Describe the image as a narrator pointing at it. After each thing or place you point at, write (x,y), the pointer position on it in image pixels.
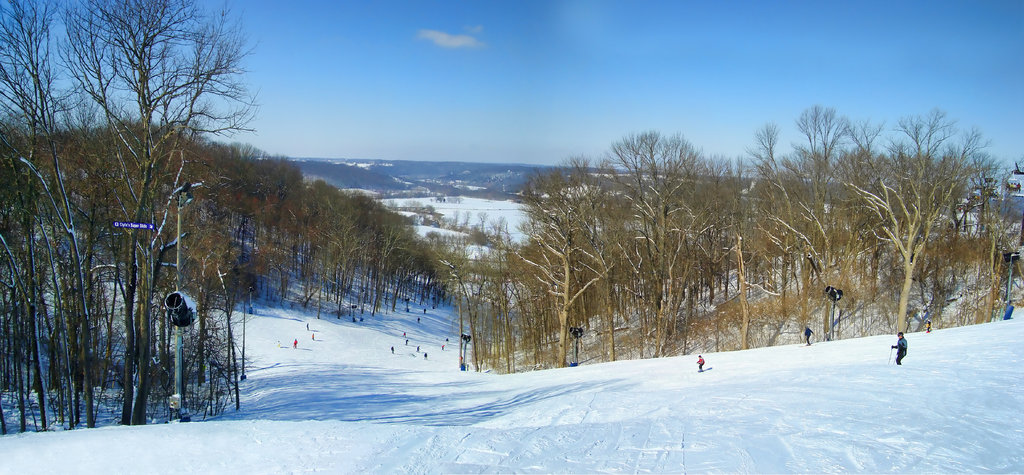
In this picture we can see few people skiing on the snow (671,384), and we can find few poles (1012,259) and trees (562,194).
